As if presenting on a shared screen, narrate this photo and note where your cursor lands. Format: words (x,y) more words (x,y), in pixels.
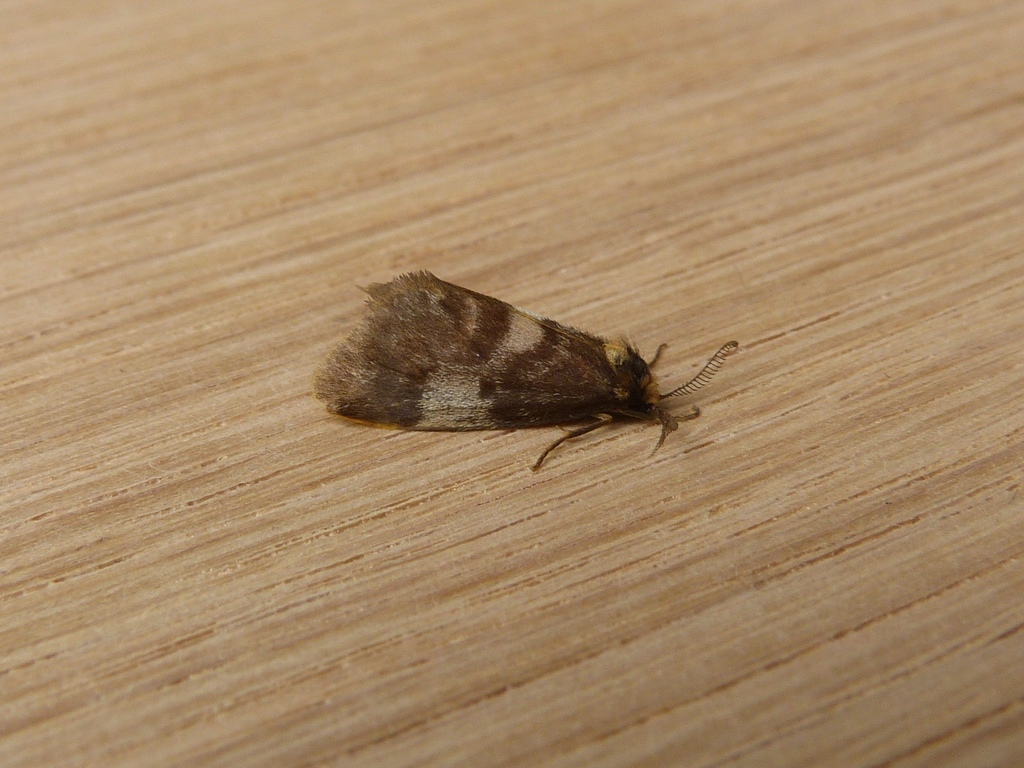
In this picture we can see a moth (647,405) in the middle (547,408), there is a wooden surface (72,730) at the bottom (466,649).
